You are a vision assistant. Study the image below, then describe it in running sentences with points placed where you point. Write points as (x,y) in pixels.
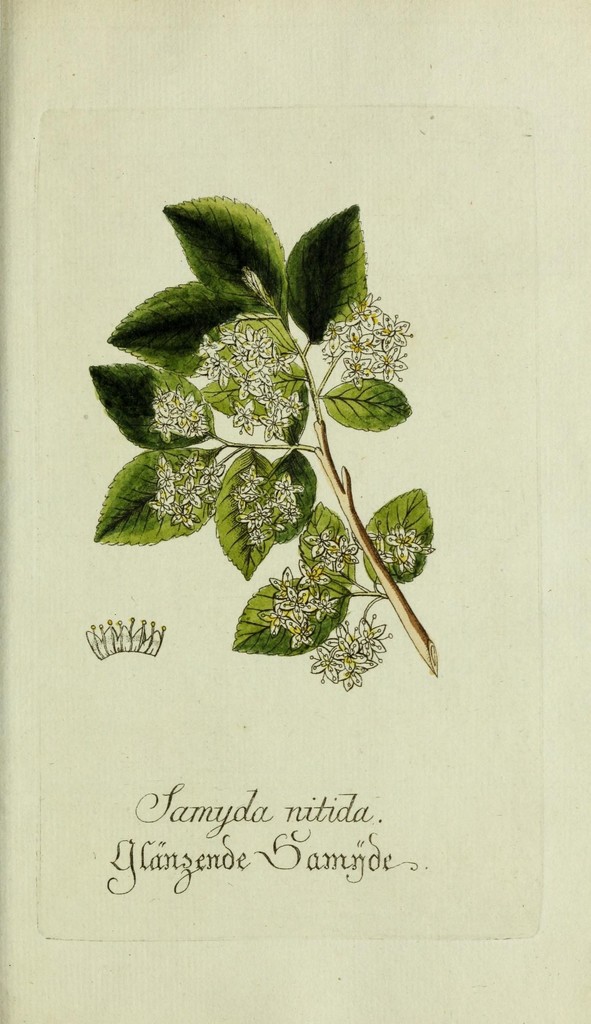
In this picture there is a sketch (317,452) of flowers (367,378) and leaves (360,424). At the bottom (246,815), there is a text (338,822).
